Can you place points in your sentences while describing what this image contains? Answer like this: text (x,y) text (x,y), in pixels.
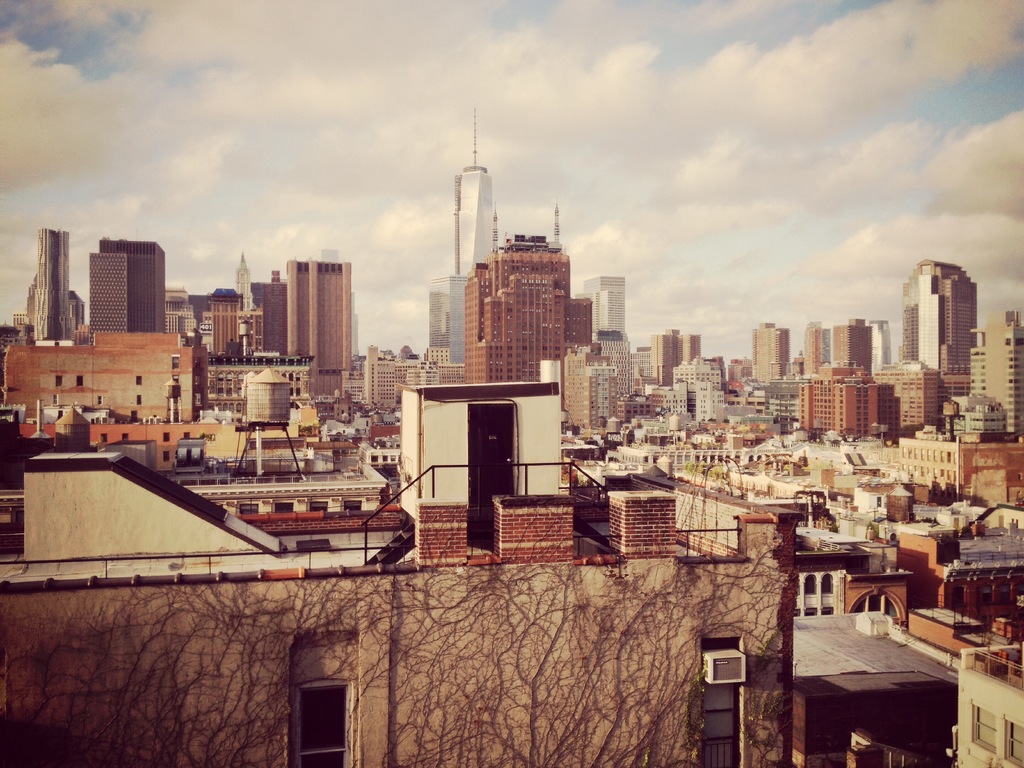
This is a aerial view image of a city (268,313) with many buildings (560,286) all over the place and above its sky (622,94) with clouds (190,113).
